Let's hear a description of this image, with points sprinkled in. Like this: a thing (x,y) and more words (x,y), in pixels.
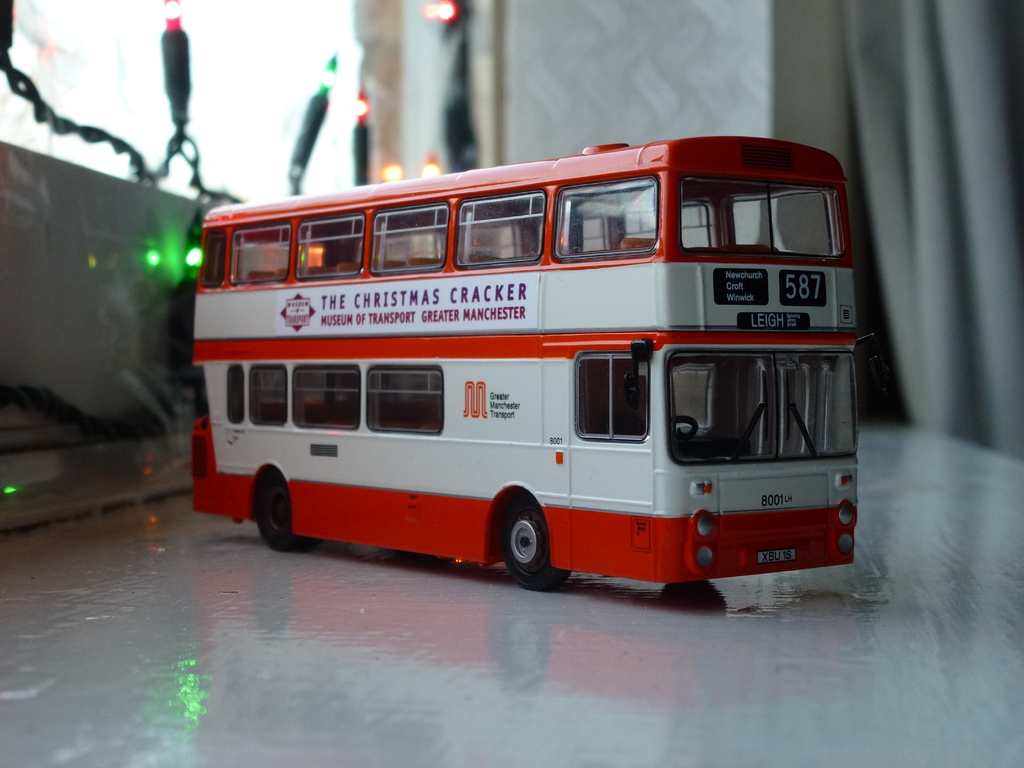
In the middle of the image (599,309) we can see a bus (706,410). In addition to this we can see decor lights (314,121), curtain (936,252), wall (535,149) and floor (380,673).
